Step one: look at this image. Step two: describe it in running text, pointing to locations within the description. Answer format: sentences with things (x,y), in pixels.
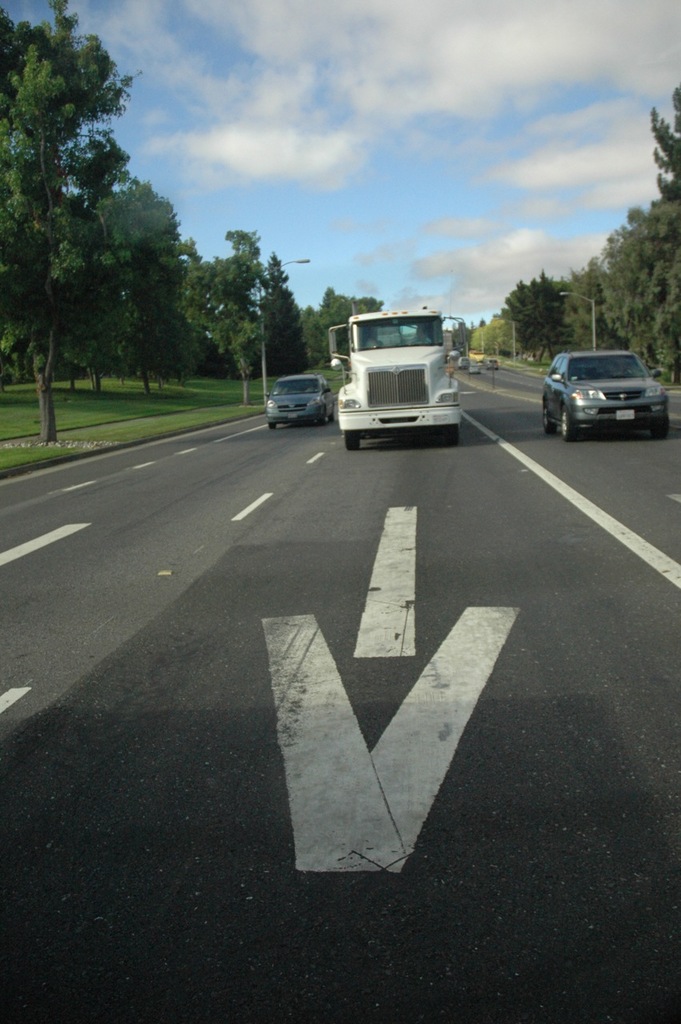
In the foreground of the picture (363,544) it is road (280,449). In the center of the picture (296,420) there are trees (321,344) and vehicles (415,384) moving on the road (409,477). At the top (345,88) it is sky (464,158).
